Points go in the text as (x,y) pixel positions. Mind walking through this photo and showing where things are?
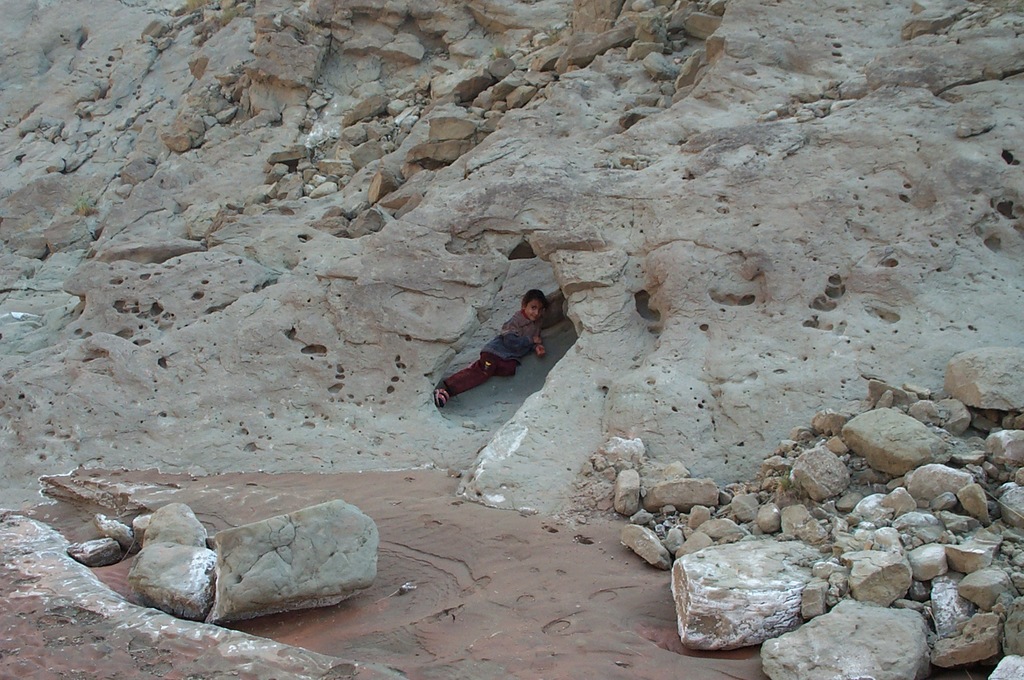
In this image we can see rocks (846,368). Middle of the image (482,355) there is a person (514,321).
